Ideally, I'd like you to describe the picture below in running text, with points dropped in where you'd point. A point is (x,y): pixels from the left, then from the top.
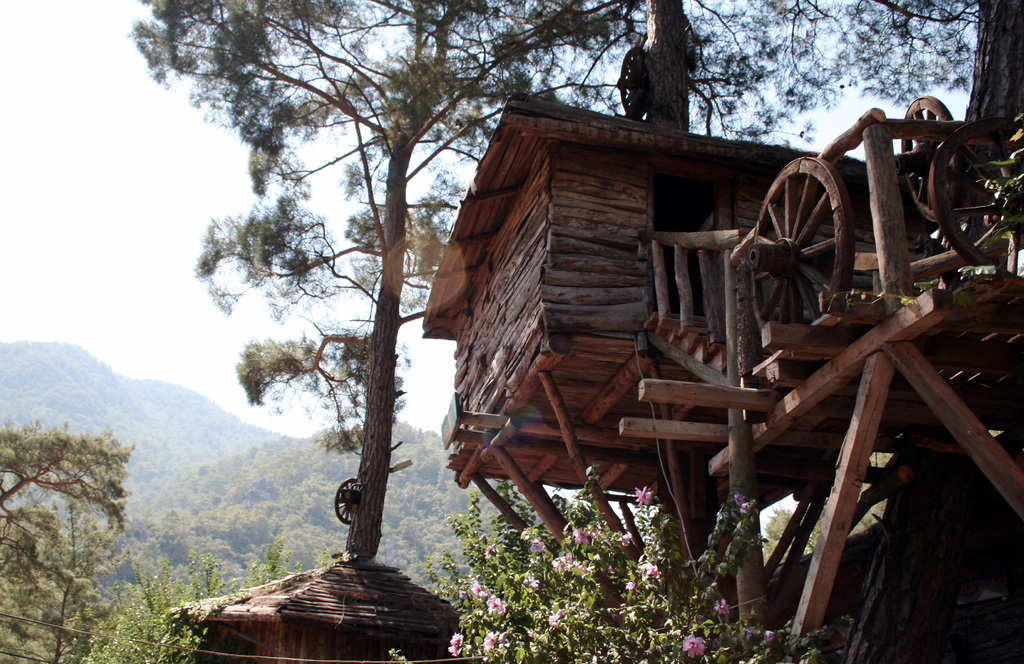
In this image I can see a tree house (495,281) which is made of wooden logs (549,262), few wooden wheels (769,209), few stairs (694,361) and the railing (711,312). I can see few trees (541,594) and few flowers (541,538) which are pink in color. In the background (282,482) I can see few mountains (219,444), few trees (239,472) and the sky (115,194).
